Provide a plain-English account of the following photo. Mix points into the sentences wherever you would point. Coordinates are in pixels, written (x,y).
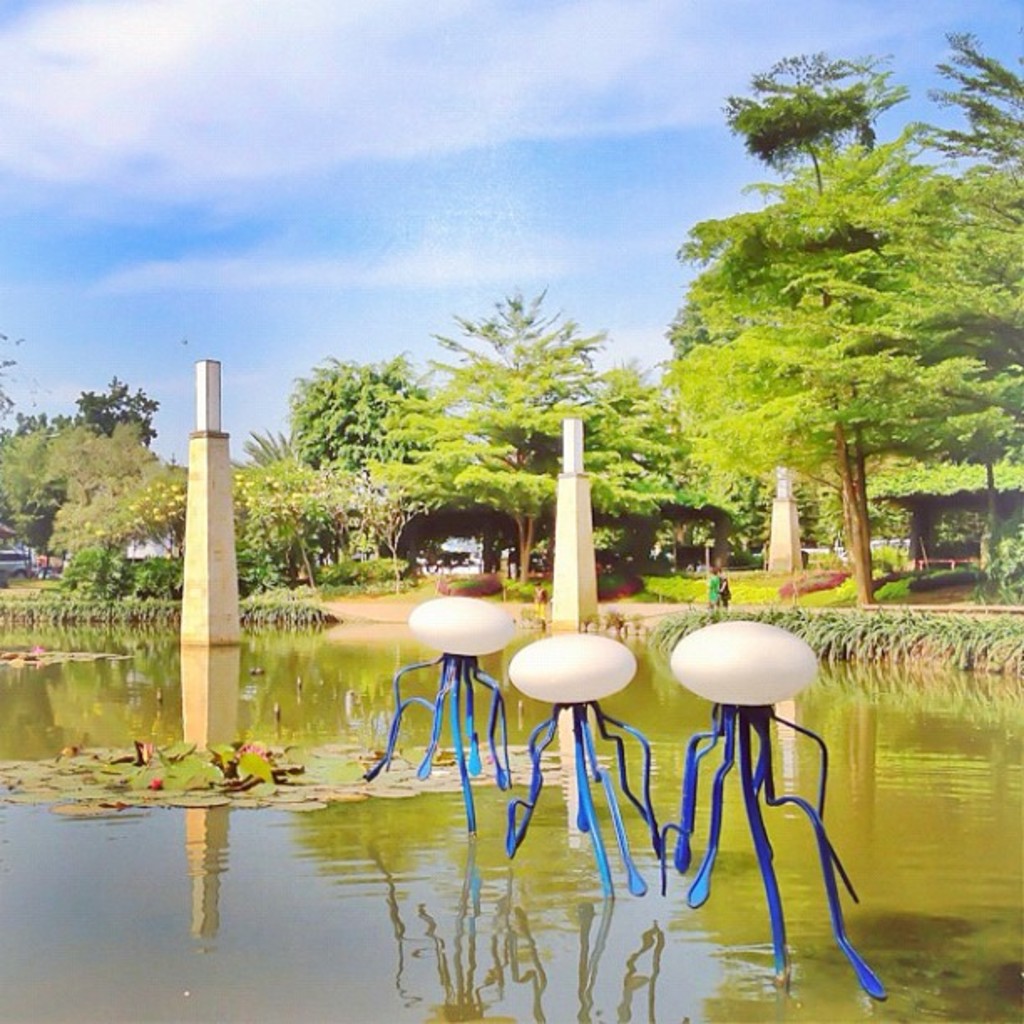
In this picture I can see the lights (456,698) and pillars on the water (709,898). In the background (409,492) I can see many trees (512,527), plants (1015,617) and grass (735,590). On the right (716,604) there is man (721,589) who is standing near to the water (671,679). At the top (520,142) I can see the sky (421,108) and clouds (419,114). On the left (47,566) there is a car (23,575).
